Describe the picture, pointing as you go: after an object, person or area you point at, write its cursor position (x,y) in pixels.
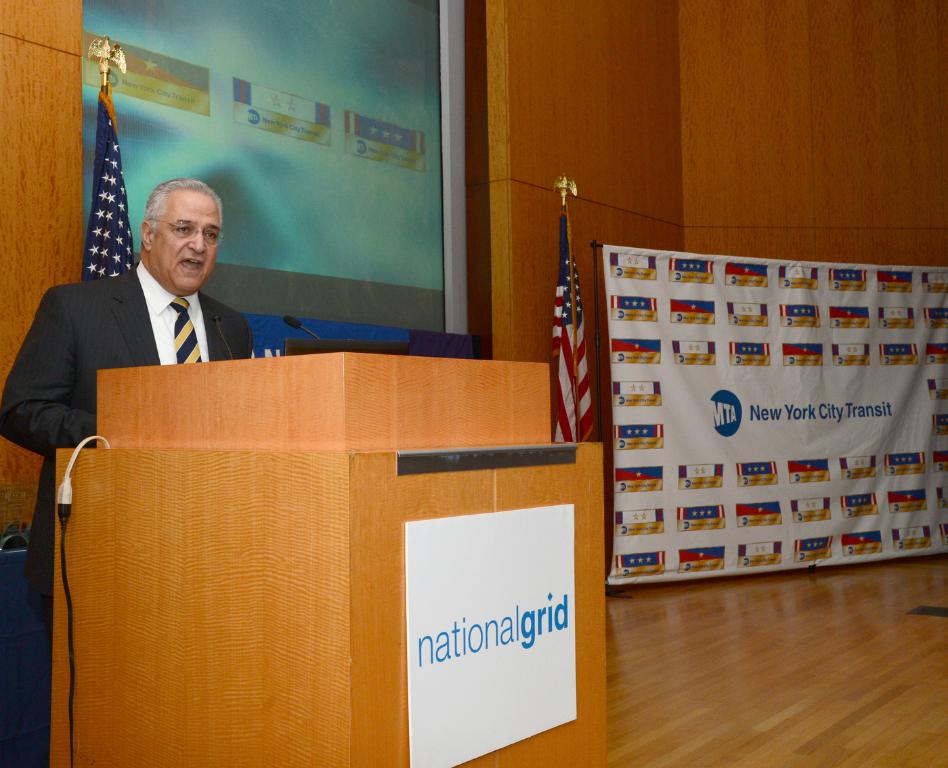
In this picture we can observe a person (155,360) standing in front of a brown color podium (168,409) wearing black color coat (82,348) and speaking. There is a mic (288,322) in front of him. We can observe two flags (110,243). On the right side (738,387) there is a poster (728,459). There is a screen (396,247) on the left side (246,148). In the background (628,149) there is a wall (670,142) which is in brown color.
